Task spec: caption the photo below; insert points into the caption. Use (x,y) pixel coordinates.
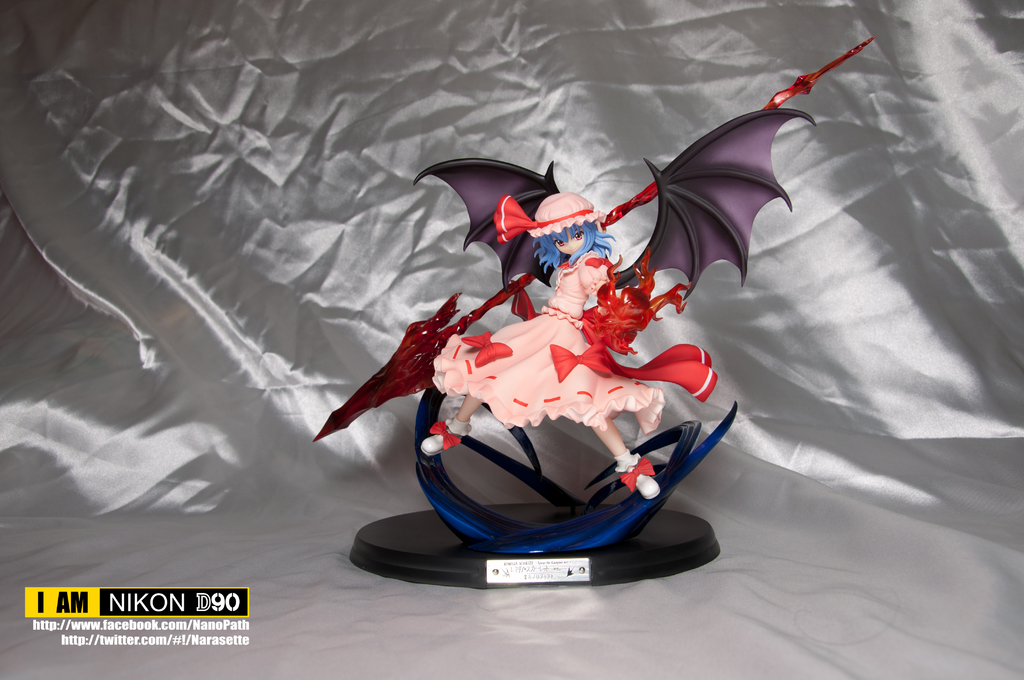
In this image there is a toy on the silver color cloth (325,528), and there are watermarks (108,612) on the image.
